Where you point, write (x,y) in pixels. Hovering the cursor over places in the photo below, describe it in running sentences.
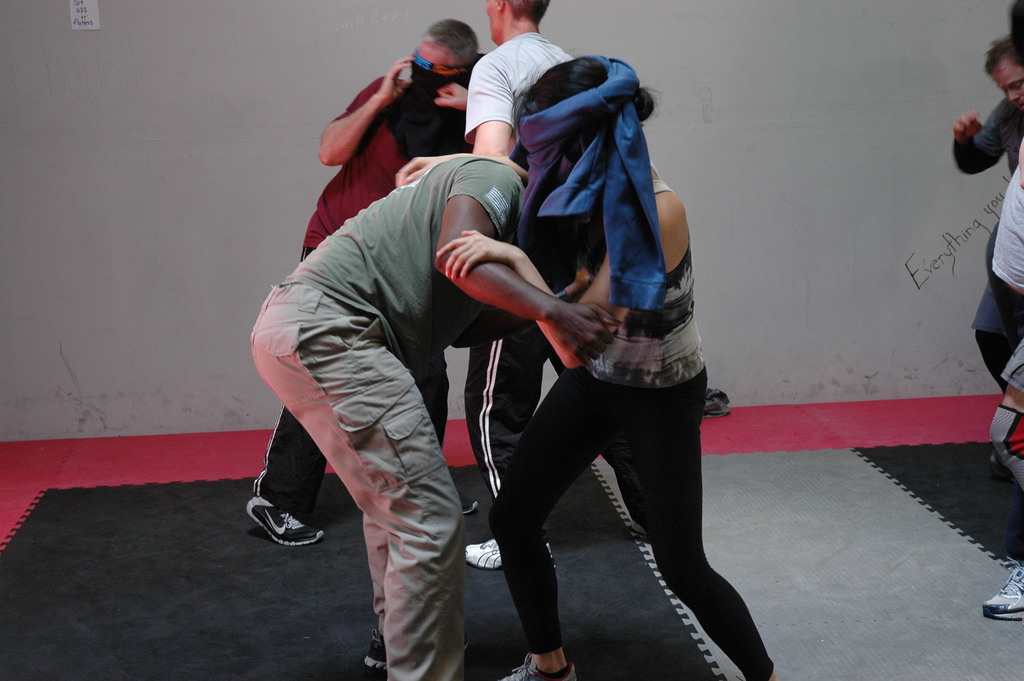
In this image we can see few people (488,202). On the floor (156,513) there is a carpet (726,506). In the background (635,47) there is a wall (140,69).
